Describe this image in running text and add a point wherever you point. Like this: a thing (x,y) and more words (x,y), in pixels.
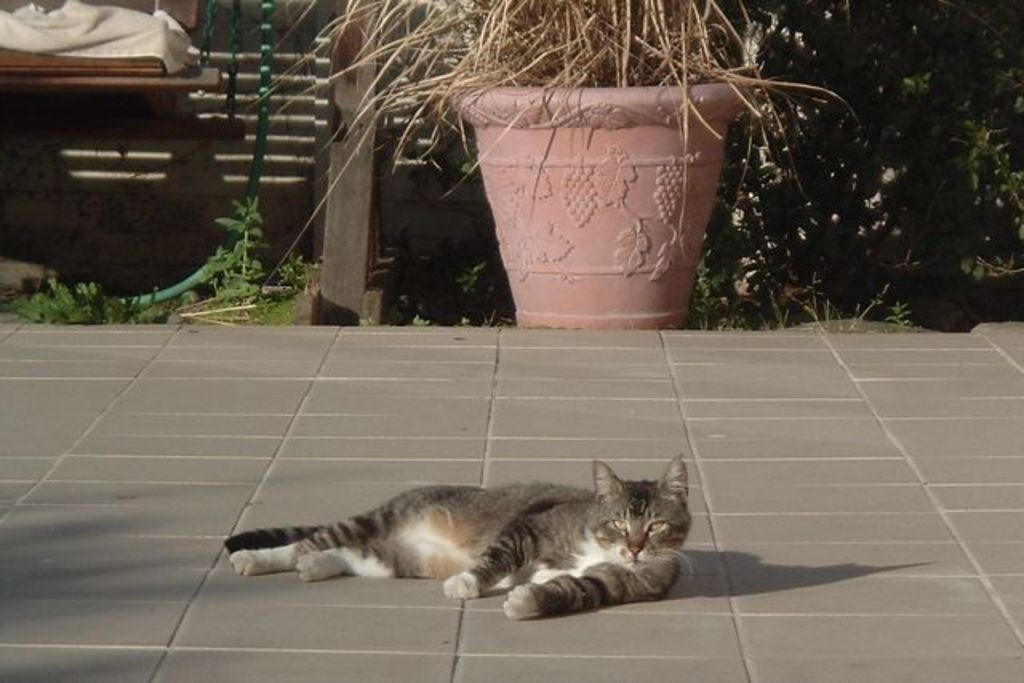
In the picture I can see a cat (279,550) on the floor (523,429). In the background (643,241), I can see a pot (630,226) on the floor (656,426). I can see the wooden cradle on the top left side (204,122). I can see the plants (803,162) on the top right side (904,93).
